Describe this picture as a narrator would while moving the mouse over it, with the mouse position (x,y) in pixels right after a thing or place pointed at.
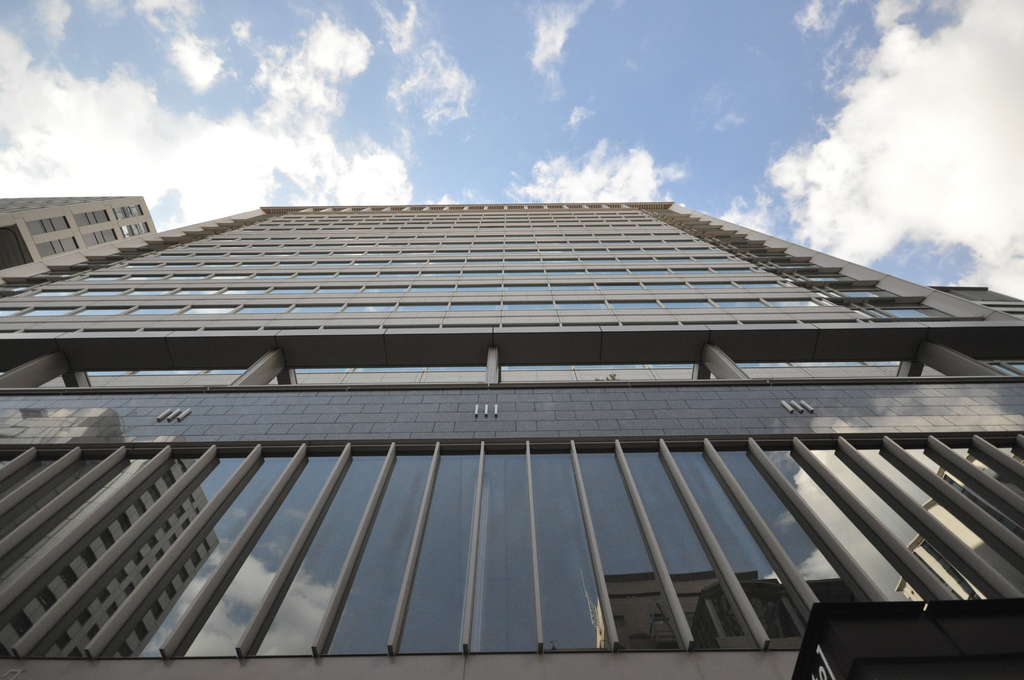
In this image, we can see buildings (627,316). At the top (379,68), there are clouds (116,107) in the sky (235,15).
